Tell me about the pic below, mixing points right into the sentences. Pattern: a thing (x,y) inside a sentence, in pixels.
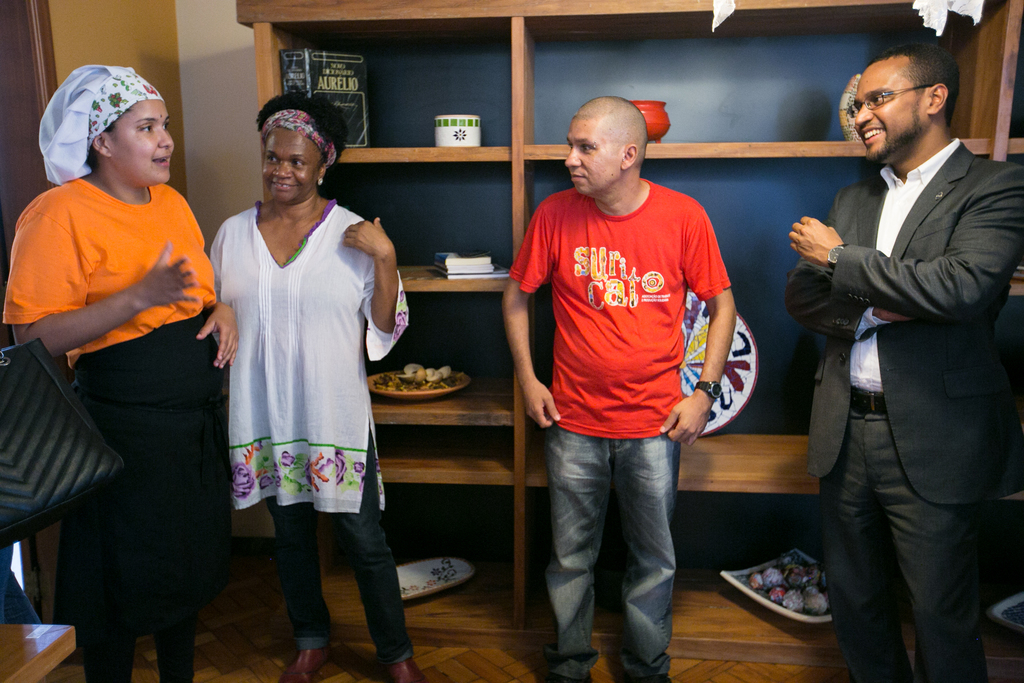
In this image, there are four persons (716,309) wearing clothes (973,314) and standing in front of the rack (520,147). There is a person (133,288) on the left side of the image (121,284) wearing a cap (83,131).
